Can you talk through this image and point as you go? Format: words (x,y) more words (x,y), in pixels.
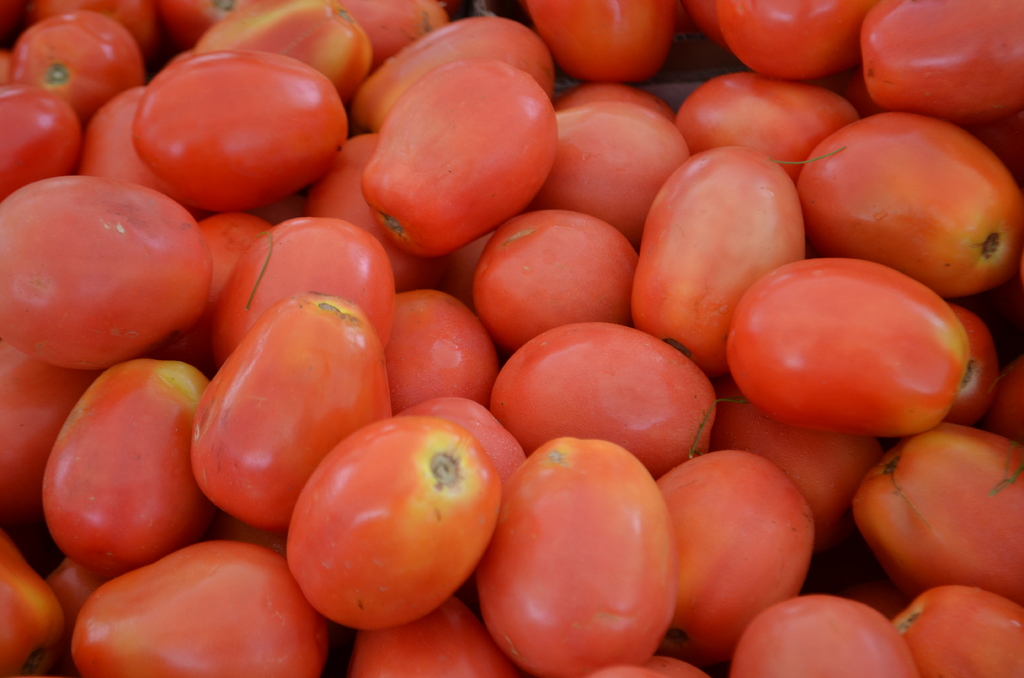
In this image I can see few tomatoes (593,152). These are in red color.
